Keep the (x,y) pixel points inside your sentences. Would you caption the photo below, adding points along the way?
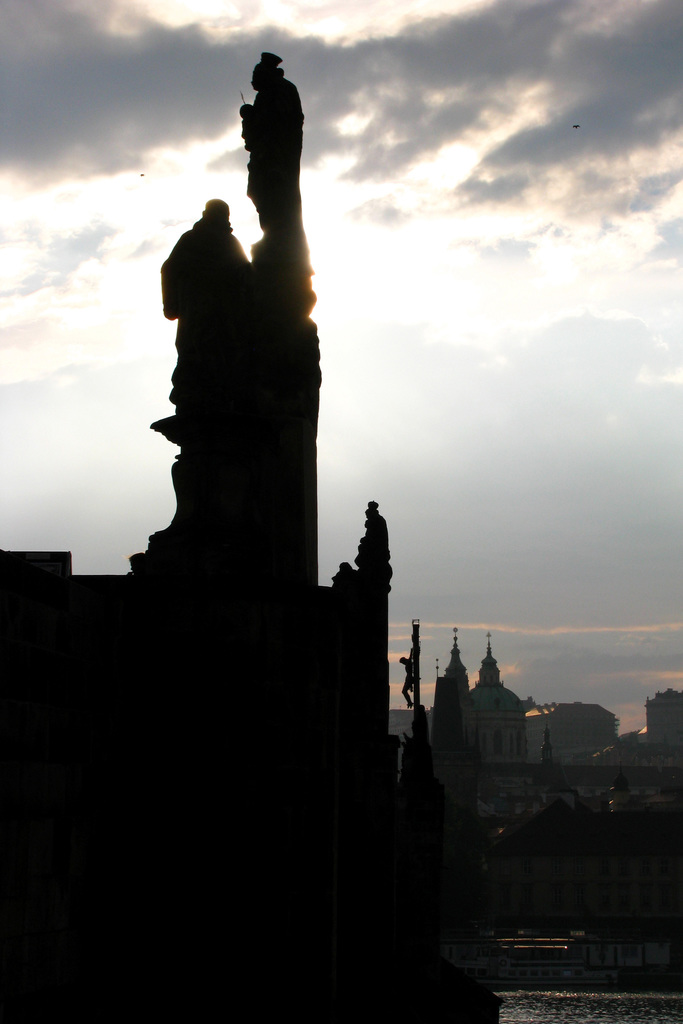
In the image there are statue (372,692) on the left side (215,385) with a lake (547,1010) beside it, there are buildings (538,769) in the background (642,890) and above its sky (547,195) with clouds (55,122).
